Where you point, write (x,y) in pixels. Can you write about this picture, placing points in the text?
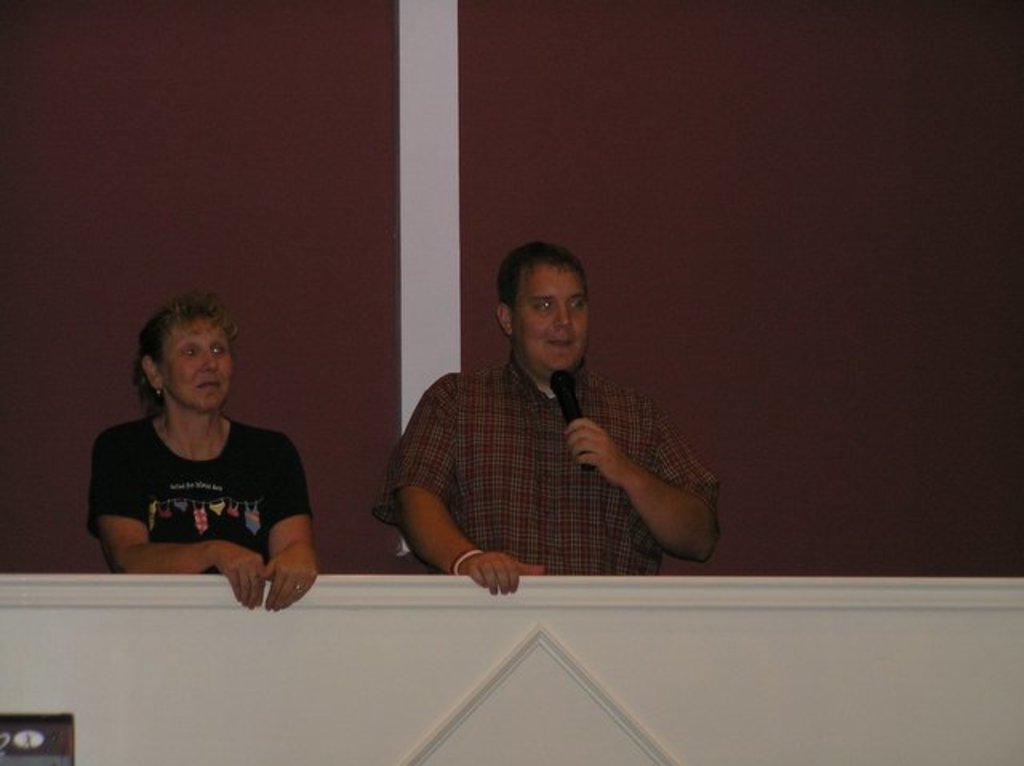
In this image we can see railing (87,659), mike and people (437,387).
